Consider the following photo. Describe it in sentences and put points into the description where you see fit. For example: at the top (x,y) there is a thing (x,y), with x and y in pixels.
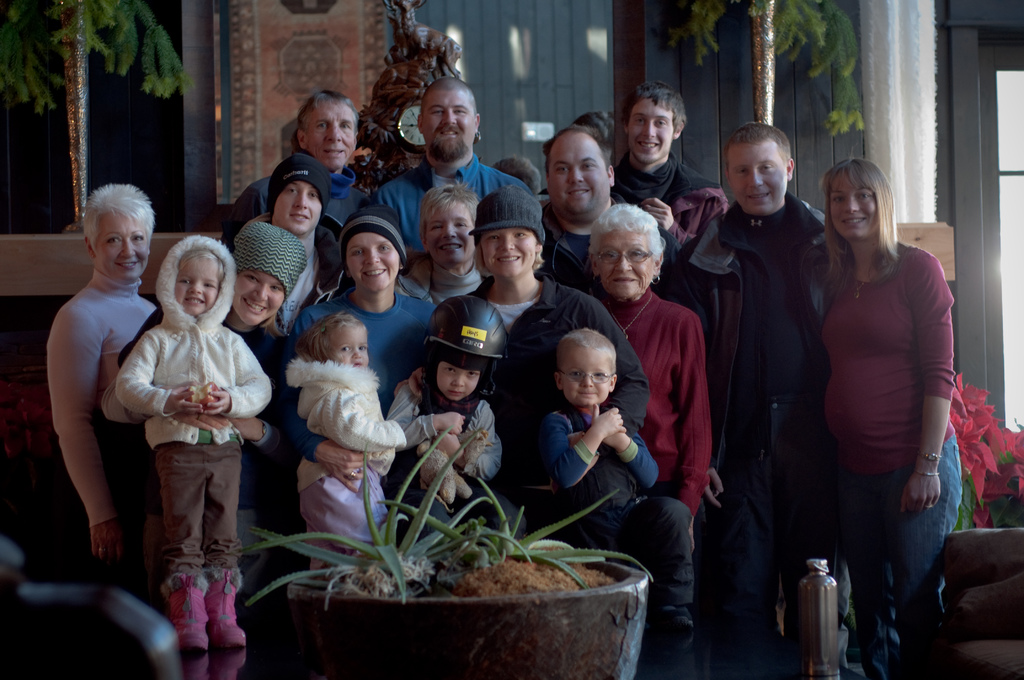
In this image we can see a group of persons (394,268). In front of the persons (328,506) we can see a houseplant (405,543). Behind the persons (376,196) we can see a wall clock (382,106), a wall (550,71) and plants (760,50). On the right side (1002,117), we can see a glass door (1002,416) and a plant (984,422).
